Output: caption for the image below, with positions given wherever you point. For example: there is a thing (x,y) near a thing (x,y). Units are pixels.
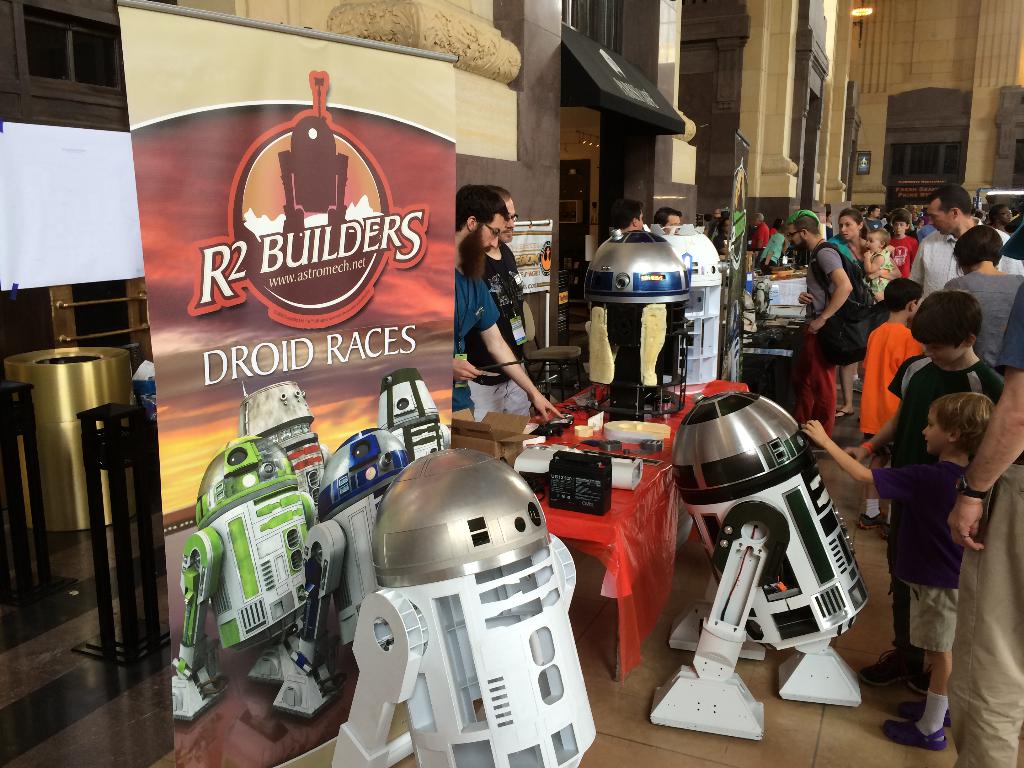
In this image I can see few robots (713,551) which are white and silver in color on the ground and I can see number of people (909,413) standing on the ground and a banner (297,236) which is brown and cream in color. In the background (895,56) I can see few buildings (743,96) which are brown in color.
